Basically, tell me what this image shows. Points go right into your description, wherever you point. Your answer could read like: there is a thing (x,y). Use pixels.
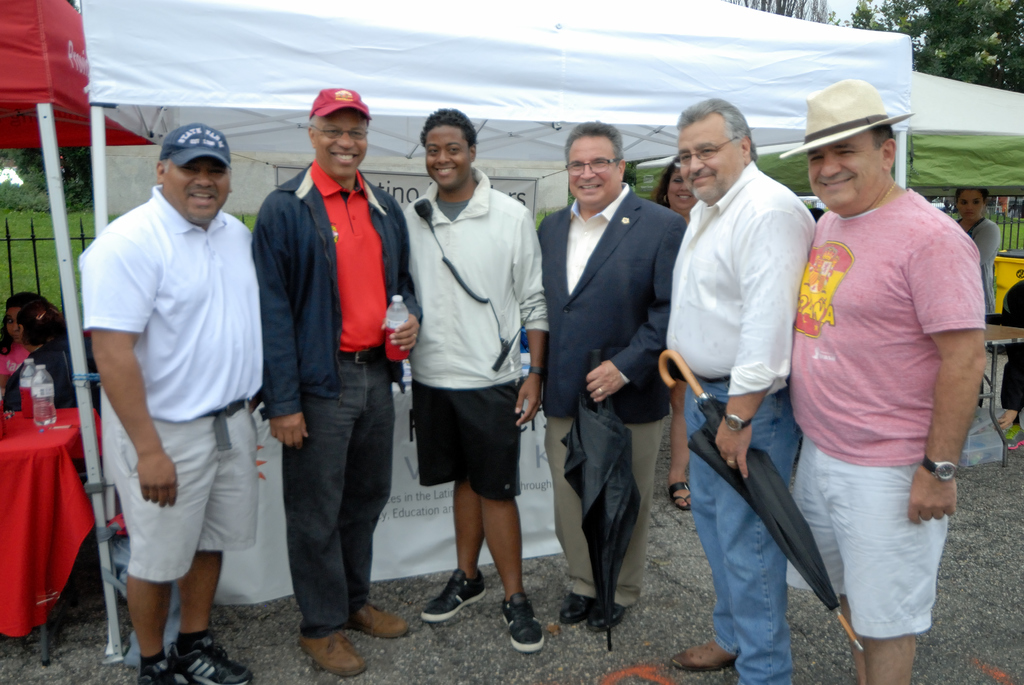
There are some people (376,338) standing. Some are wearing caps (335,100), hat (812,109), specs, watches (941,462). Two persons (742,381) are holding umbrella (632,454). And a person (357,340) is holding a bottle (403,318). In the background (353,84) there are tents (777,78), trees (935,62). On the left side (40,448) there is a table (43,463) with red cloth (35,440). On that there are bottles (37,378). In the background (32,253) we can see railing (49,238), grass lawn (27,215) and trees (80,181).
